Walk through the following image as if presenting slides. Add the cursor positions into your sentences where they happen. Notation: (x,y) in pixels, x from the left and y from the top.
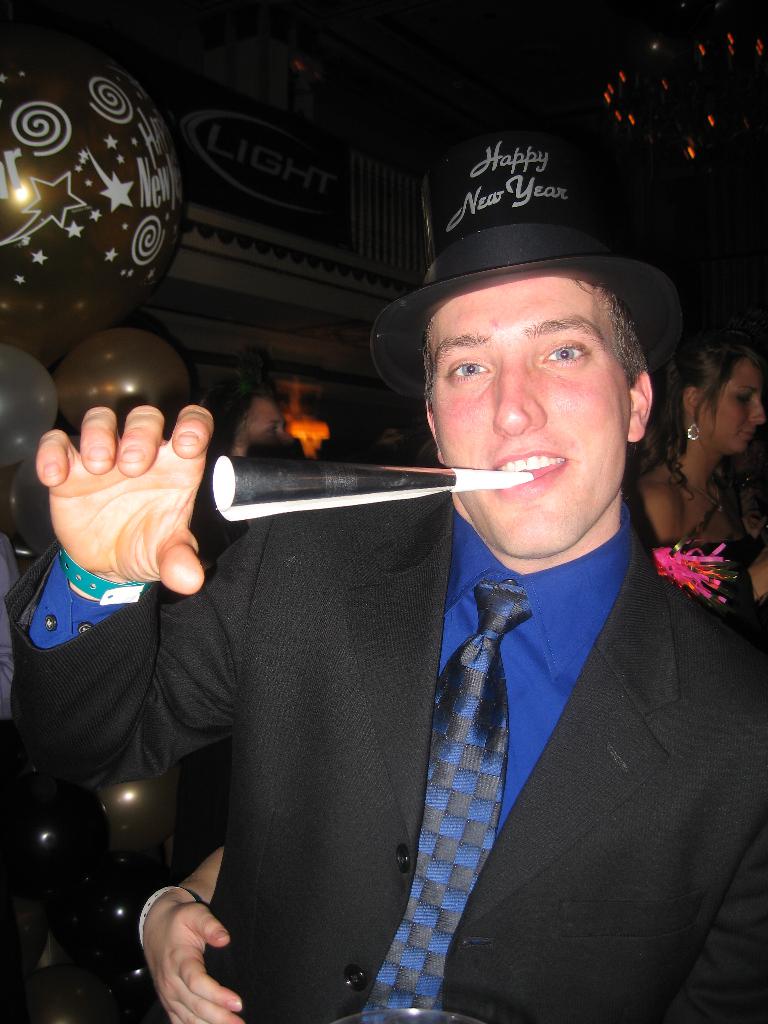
In this image there is a person (601,547) standing with a smile (531,458) on his face (506,458) and he placed a paper (336,475) in his mouth (515,465), behind him there are a few people (649,475) Standing and there is a decoration (51,272) with balloons (37,274) and there is a board (214,171) hanging on the wall (256,224) with some text (264,148) on it. The background (254,148) is dark.
